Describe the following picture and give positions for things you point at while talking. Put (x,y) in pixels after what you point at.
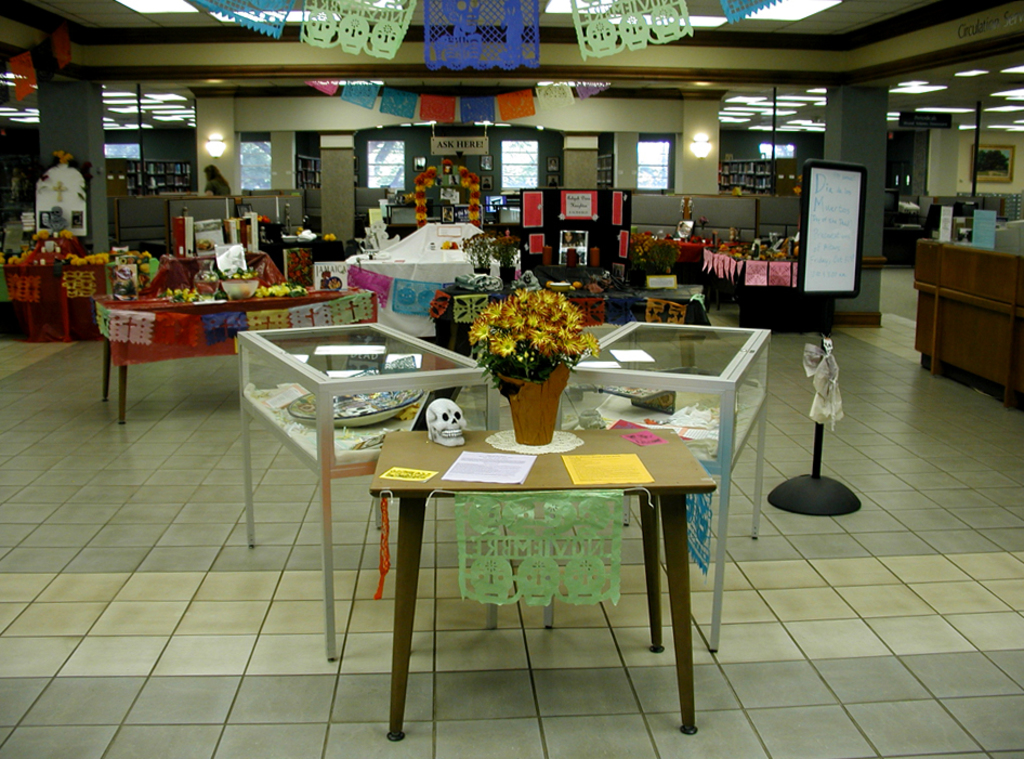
In this image there are tables (244,311), and on tables (378,261) there are papers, skulls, flower vases (672,260), and some decorative items (715,236), and at the background (592,193) there are lights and frames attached to wall (617,187), some ceramic items (298,412) inside the glass boxes (490,411), boards (599,219), ribbons (476,109), flowers (481,241), books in the racks (120,181).
